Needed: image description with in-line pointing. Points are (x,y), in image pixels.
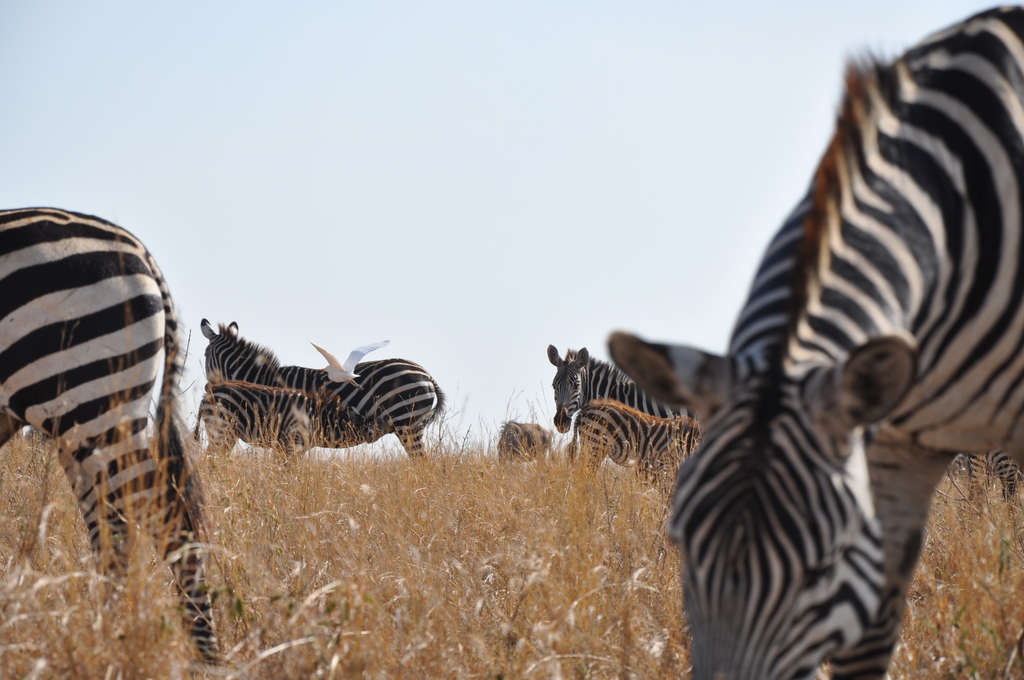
In this image I can see few animals (758,507) and they are in black and white color and I can see the dried grass (414,563) and the grass (389,548) is in brown color. Background (369,338) I can the bird (363,353) in white color and the sky (387,226) is in white color.
